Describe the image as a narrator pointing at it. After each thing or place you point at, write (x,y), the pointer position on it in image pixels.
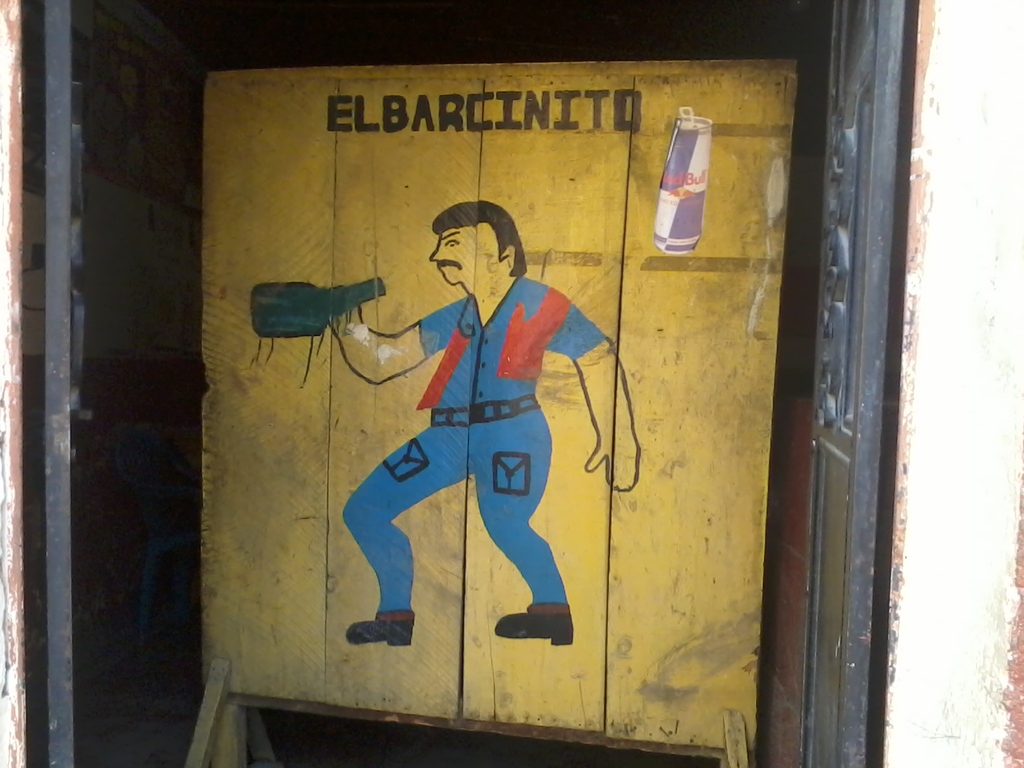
In this image I can see the yellow color wooden board (353,411). On the board (486,411) I can see the painting (394,373) of the person (440,414) and holding something. The person (400,337) is wearing the blue and red color. To the left (97,315) I can see the rods (49,363) and wall (92,341).
